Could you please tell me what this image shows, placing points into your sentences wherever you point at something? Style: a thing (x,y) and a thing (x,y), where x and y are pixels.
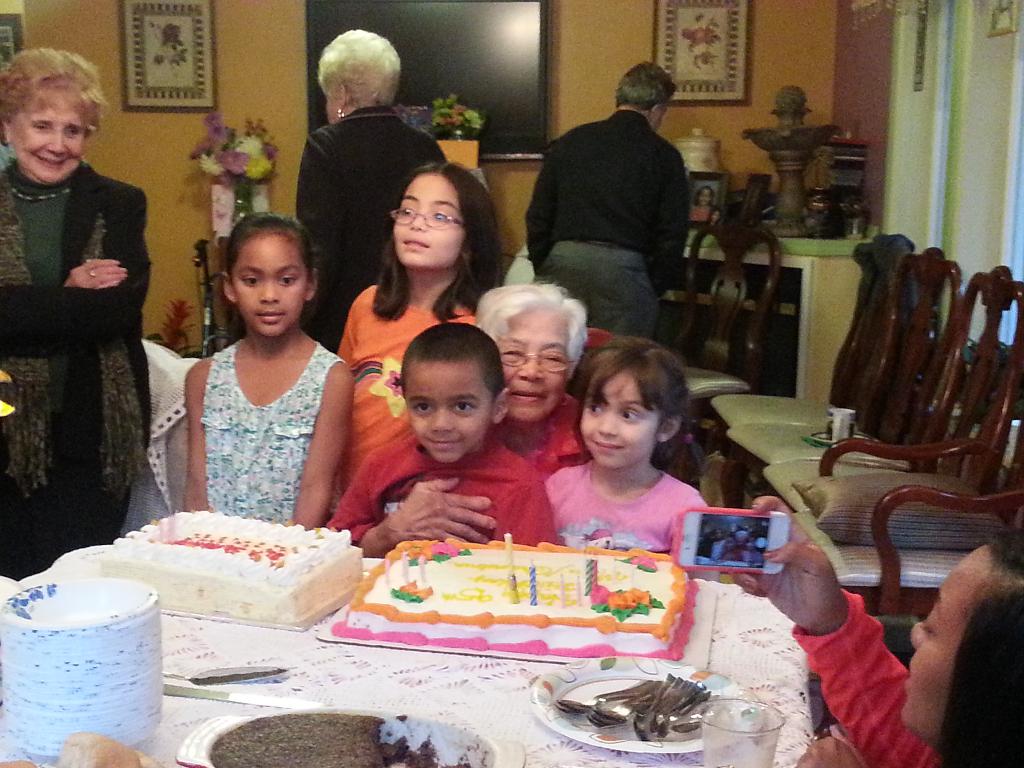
This picture is clicked inside the room (762,722). In the foreground (296,693) we can see a table (230,642) on the top of which, bowls (95,668), platter (581,697), cakes (448,611) and some food item (359,752) and some other items (638,699) are placed. In the right corner (932,647) we can see a person (857,642) holding a mobile phone (737,518) and seems to be clicking pictures. In the center (458,396) we can see the group of people (370,303) and we can see the chairs (714,327) and a pillow (869,485) and a cup (831,422) are placed on the chairs (853,554). In the background (251,71) we can see the wall (262,51), picture frames (191,65) hanging on the wall (642,55) and we can see the flowers (255,142), table (799,249) on the top of which picture frame (703,186) and some other items (780,186) are placed and we can see a wall mounted television (487,33).
